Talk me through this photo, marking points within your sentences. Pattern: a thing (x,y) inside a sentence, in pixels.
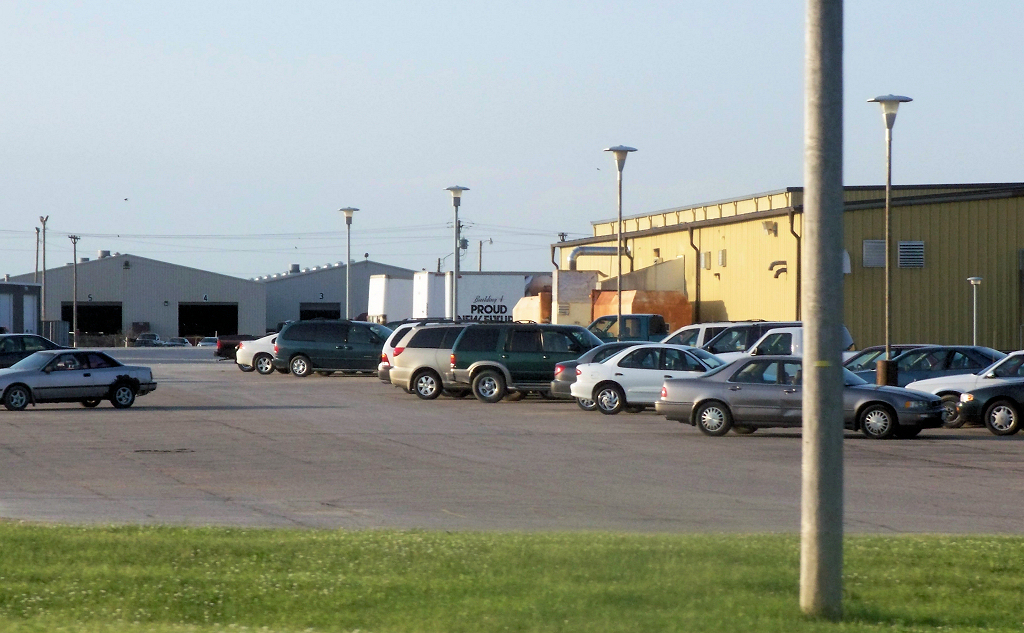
In this image I can see few vehicles (937,419), light poles (827,395), background (228,239) I can see few sheds (701,290) and the sky (224,253) is in white color.
